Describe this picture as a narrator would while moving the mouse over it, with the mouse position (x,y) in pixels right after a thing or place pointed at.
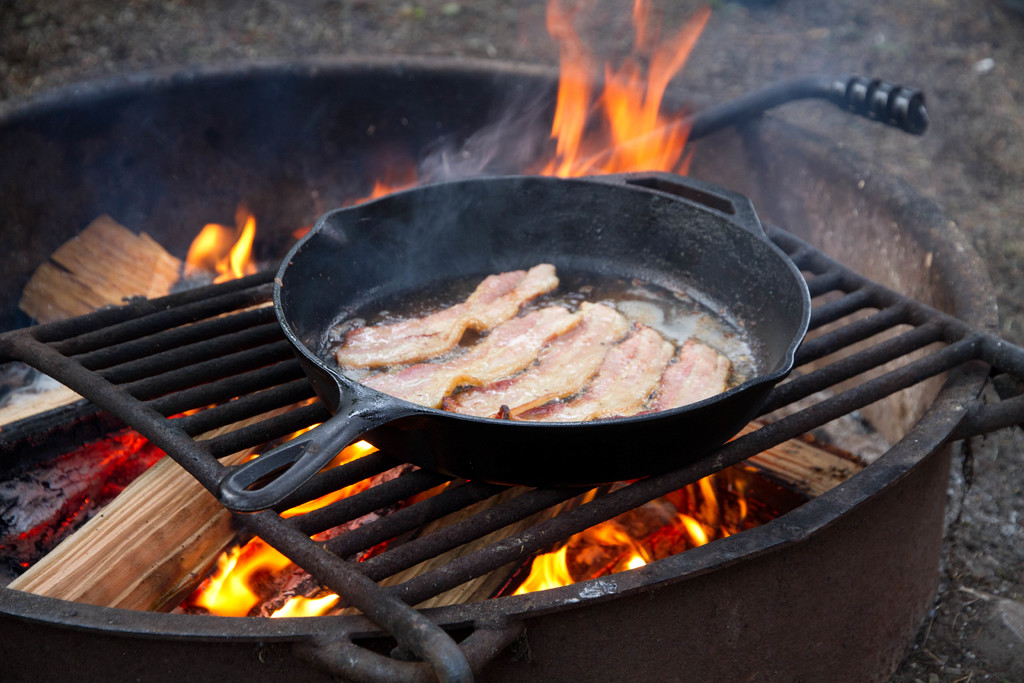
In this image we can see a vessel (813,673) with fire (625,528). There is a grill (272,354) on which there are food items (503,318) in a pan (380,405).
